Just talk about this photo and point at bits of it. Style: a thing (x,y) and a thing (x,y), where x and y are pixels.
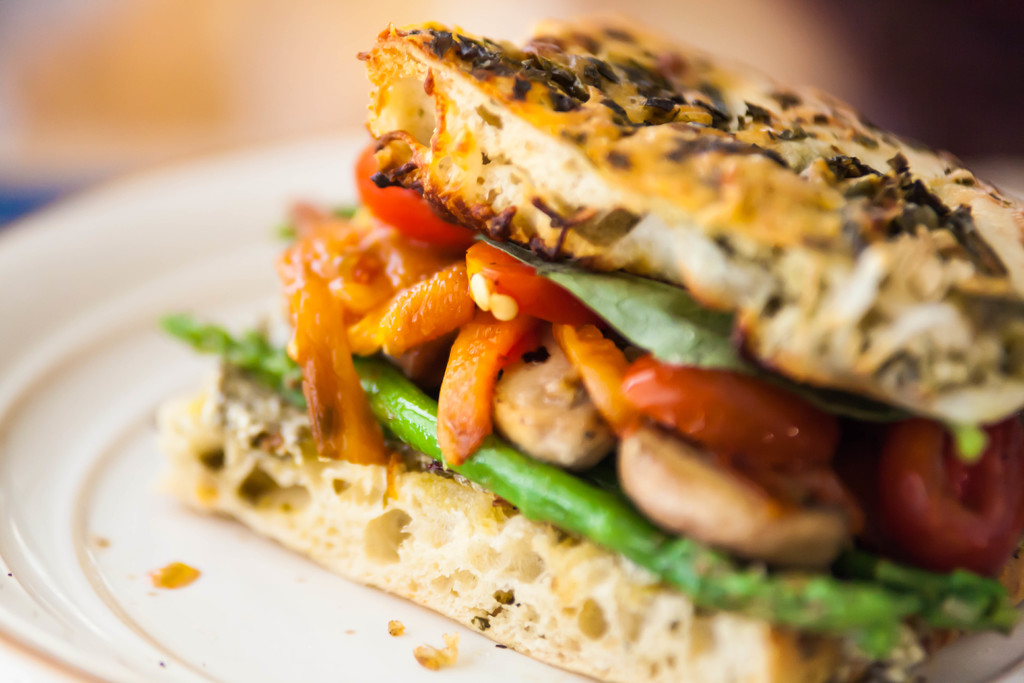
In this picture I can observe some food (687,353) placed in the plate (143,422). The food (469,183) is in brown, orange, green and red colors. It is looking like a burger (555,312). The background (191,71) is completely blurred.
